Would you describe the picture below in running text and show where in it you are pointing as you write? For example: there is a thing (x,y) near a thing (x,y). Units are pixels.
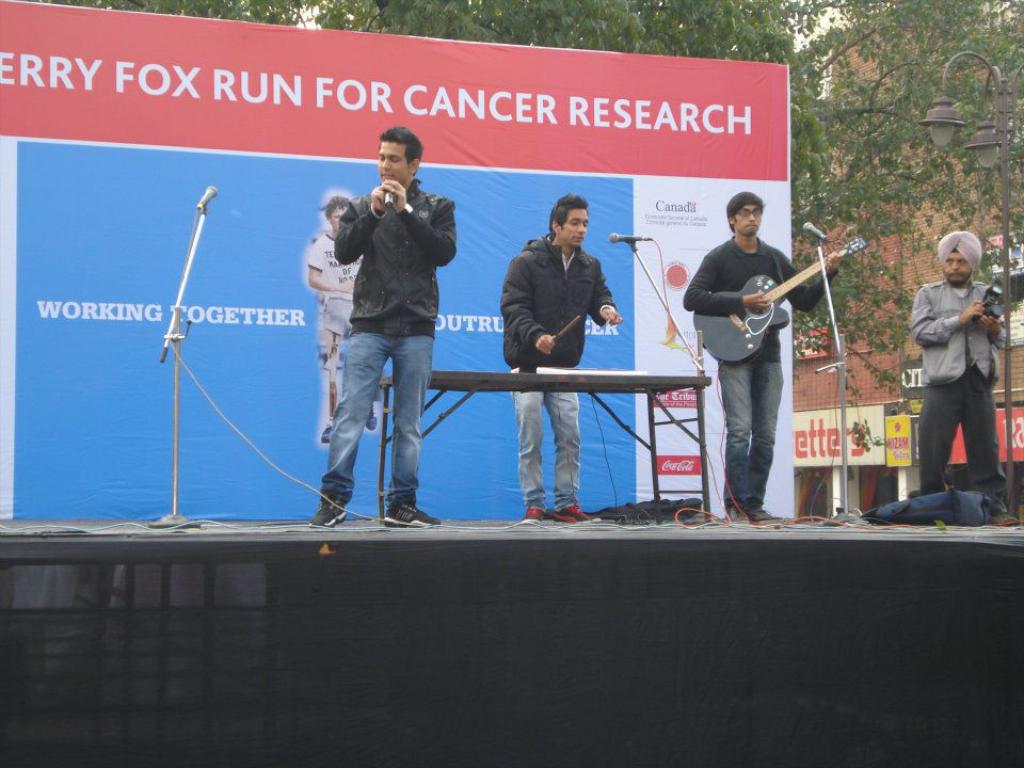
In this picture there are four men (733,279) standing on the stage (373,536) and these two men (539,320) playing musical instruments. We can see microphones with stands (836,344), cables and bag (928,515). Behind these four men (968,425) we can see the banner (790,447). In the background of the image (860,48) we can see trees (909,122), building (822,363), boards (873,428) and sky (803,0).
